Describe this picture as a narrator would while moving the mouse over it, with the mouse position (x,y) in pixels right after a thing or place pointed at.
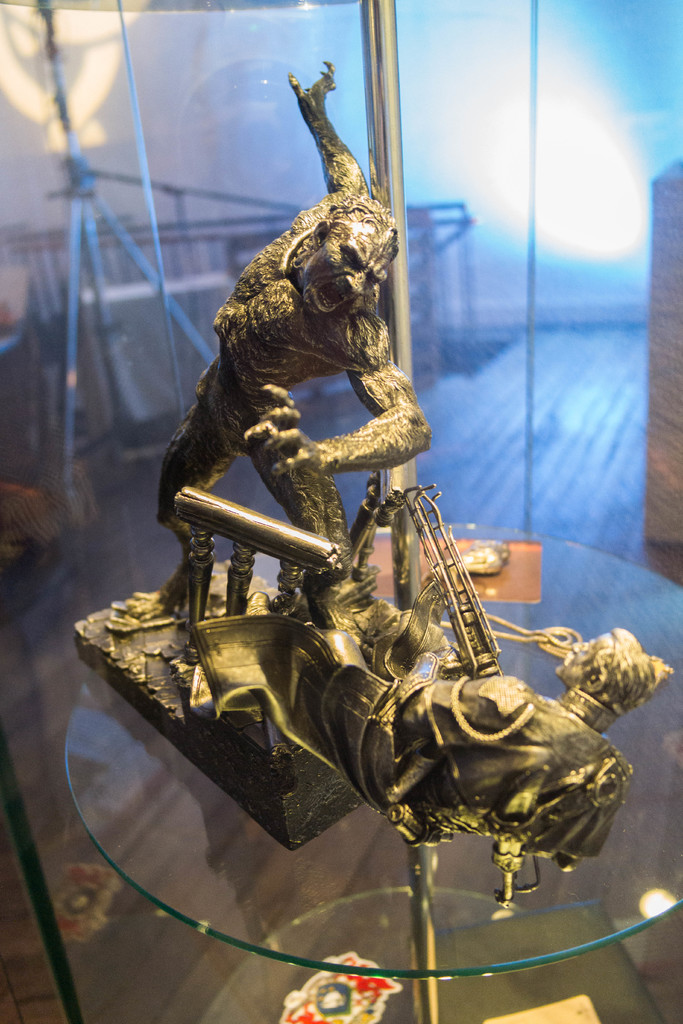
In this image I can see a glass table (597,909) in the front (447,881) and on it I can see two sculptures (401,663) and few other stuffs (512,546). In the background (119,174) I can see a stand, the railing (461,226) and a light (559,108).
